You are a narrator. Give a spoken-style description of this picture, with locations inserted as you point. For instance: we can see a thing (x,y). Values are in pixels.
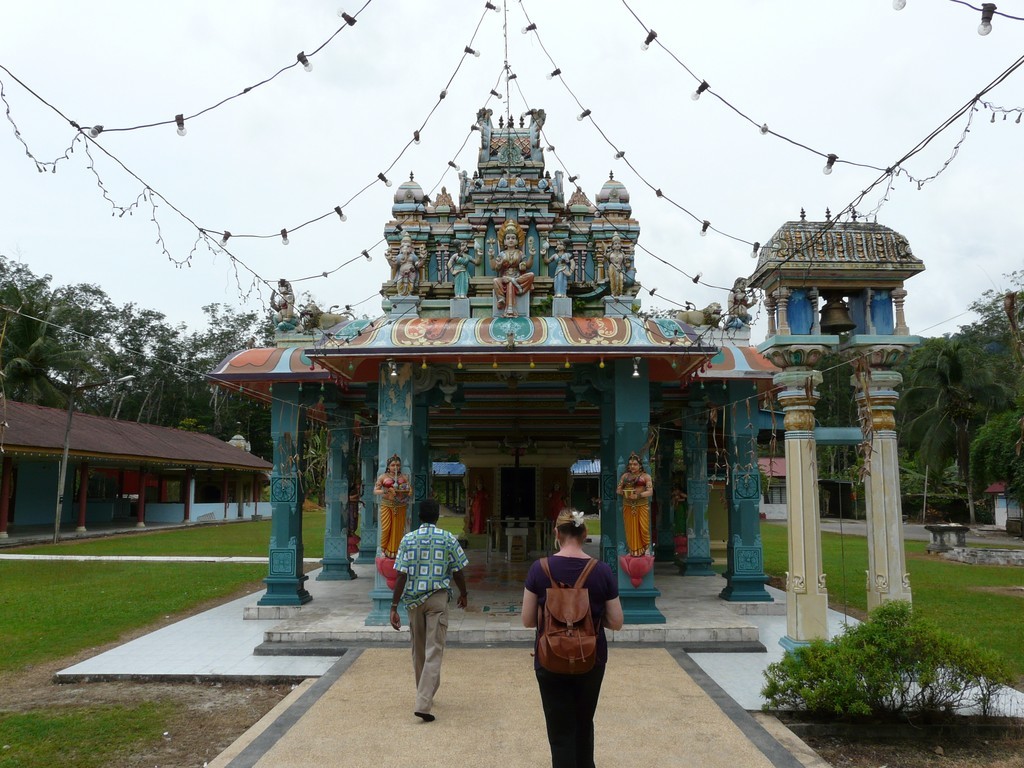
In this image I can see two person (408,575) walking. In front (542,596) the person (580,680) is wearing bag (571,614). Back Side I can see temple (669,365). We can see trees (982,398) and lights (473,48). There are pillars (387,396) and bell (832,329). The sky (344,137) is in white color.
